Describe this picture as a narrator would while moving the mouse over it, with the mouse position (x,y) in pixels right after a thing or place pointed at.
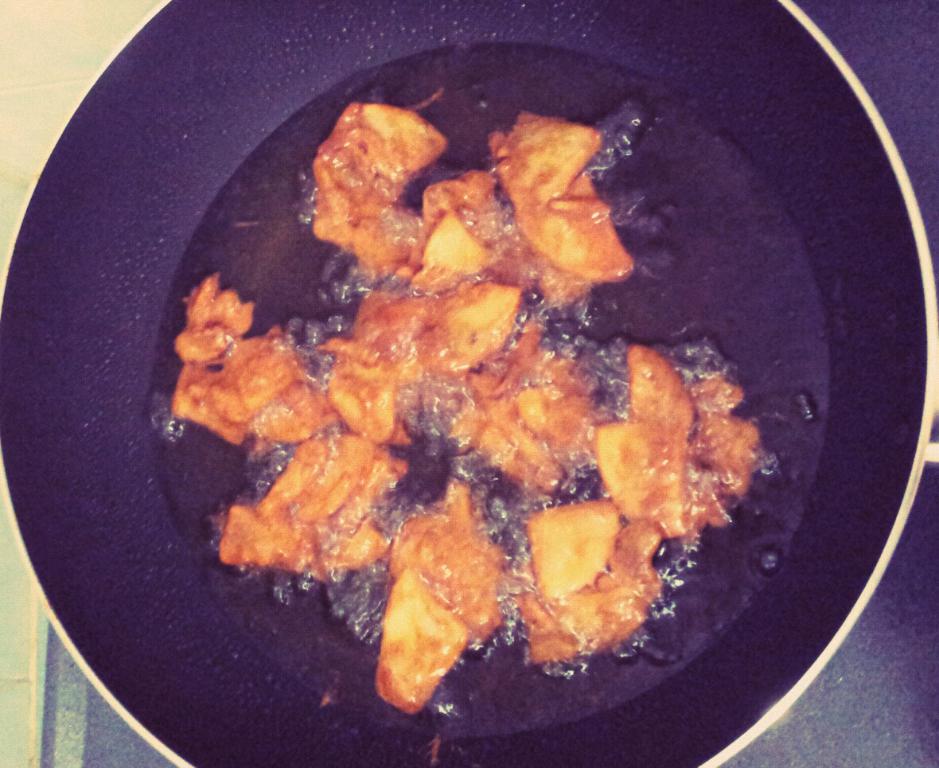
In this image I can see a black bowl (837,545), oil (793,477) and food (634,470) inside. Food (584,434) is in brown color.
